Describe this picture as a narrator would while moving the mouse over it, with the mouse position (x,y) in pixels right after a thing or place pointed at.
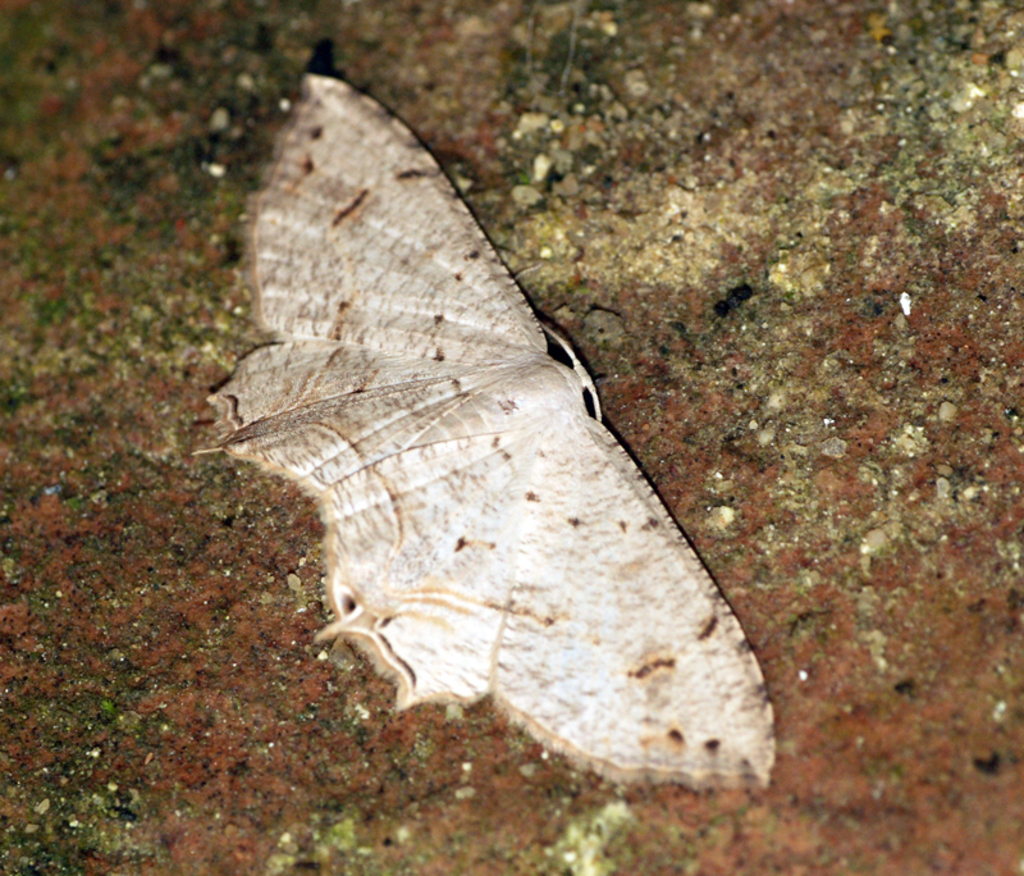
In the middle of the picture (574,563) there is an insect (435,423). The insect (471,407) is on a red surface (818,496).
